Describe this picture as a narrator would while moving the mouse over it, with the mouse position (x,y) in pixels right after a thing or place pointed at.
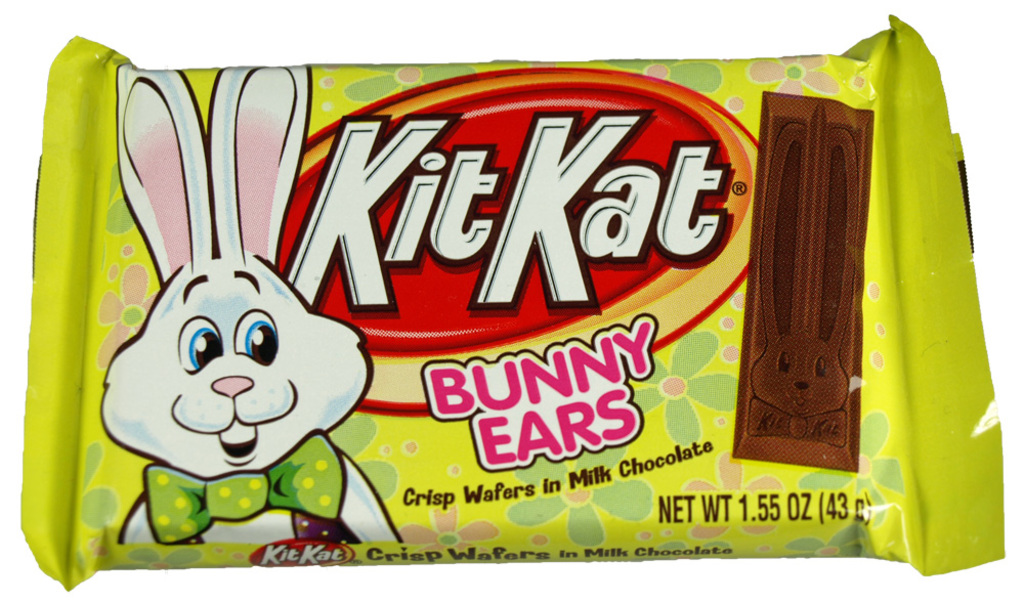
In this image I can see a green color packet (490,332). On the packet (418,306) I can see a cartoon bunny (293,368), chocolate (802,212) and something written on it. I can also see a logo (445,305).
